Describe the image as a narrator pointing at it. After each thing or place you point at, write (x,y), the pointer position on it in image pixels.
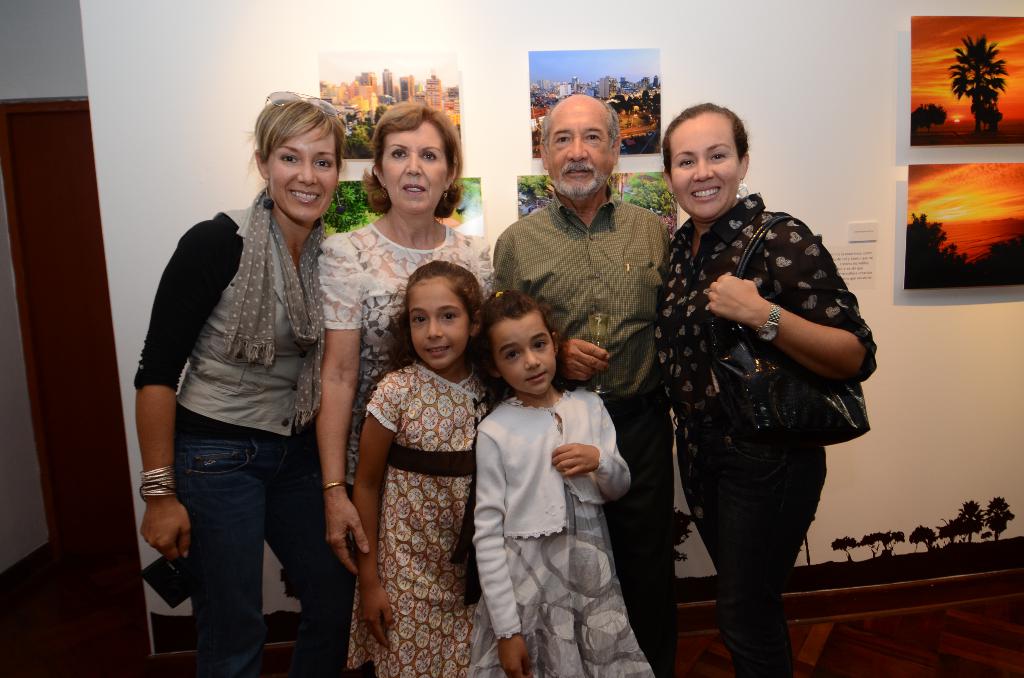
In the background (596,54) we can see the frames (1023,222), boards (1023,220) on the wall (144,191). In this picture we can see the people (825,280), standing and most of them are smiling. On the left side of the picture (103,303) it looks like a door (42,307). At the bottom portion of the picture (907,647) we can see the painting (1010,563) on the wall (3,276) and we can see the floor (866,651).
